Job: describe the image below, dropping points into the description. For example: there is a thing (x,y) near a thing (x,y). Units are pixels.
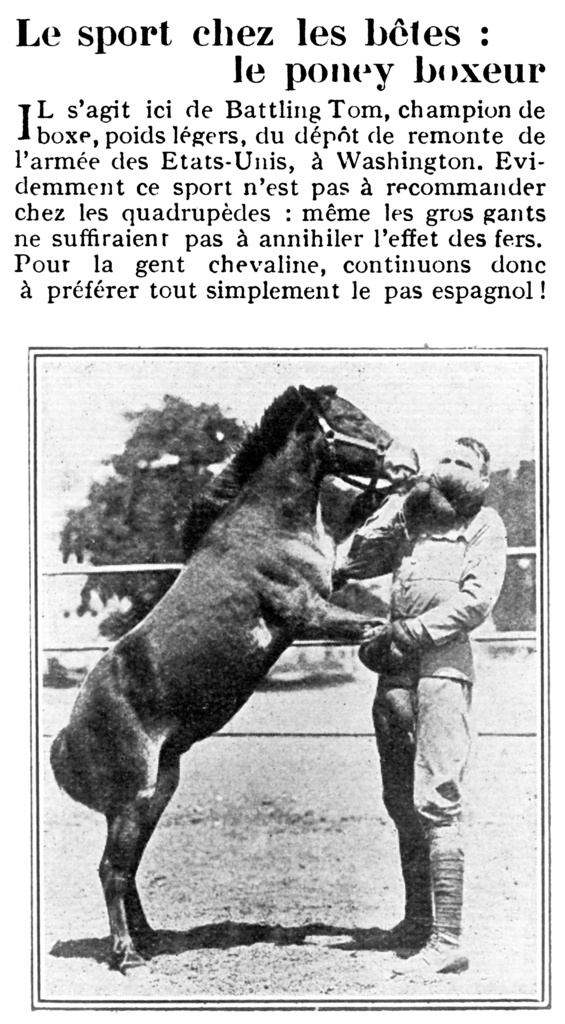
In this image, we can see an article (10,528). At the bottom of the image (232,841), there is a black and white picture (263,830). In this picture, we can see a person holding a horse (193,679) on the ground (351,880). In the background (163,570), there are trees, rods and the sky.
